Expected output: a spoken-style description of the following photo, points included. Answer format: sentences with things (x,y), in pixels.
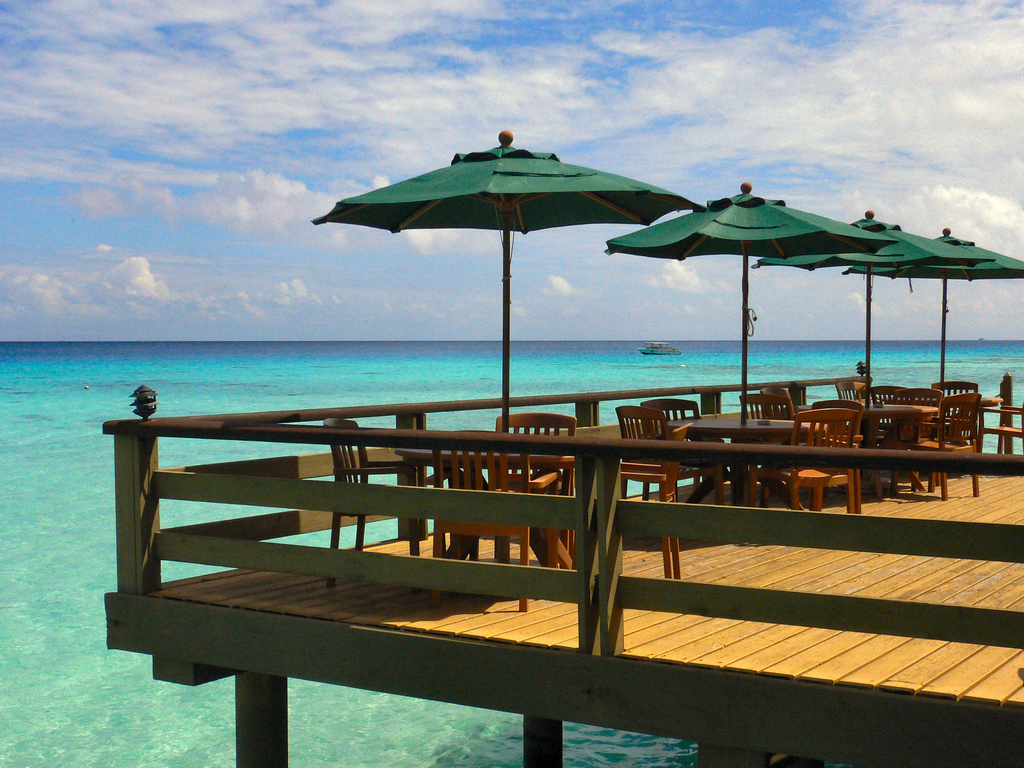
In this picture we can see chairs (515,468), tables (705,434), umbrellas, and a fence (507,590). There is a ship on the water (199,394). In the background (208,200) there is sky (755,125) with clouds (828,199).
